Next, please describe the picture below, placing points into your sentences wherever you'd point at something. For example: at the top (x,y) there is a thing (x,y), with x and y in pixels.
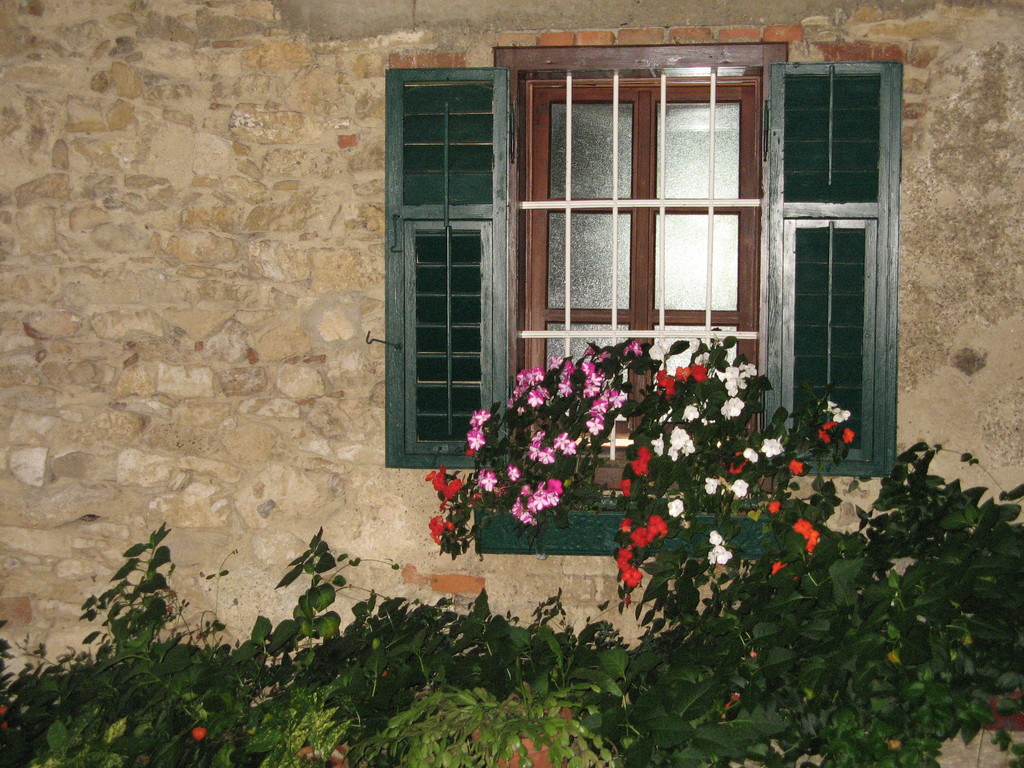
In this image there are some plants (634,667) at bottom of this image (685,627) and there are some flowers (592,412) at right side of this image (695,373) and there is a wall (96,357) in the background (228,462). There is a window (397,271) at right of this image (729,256).
